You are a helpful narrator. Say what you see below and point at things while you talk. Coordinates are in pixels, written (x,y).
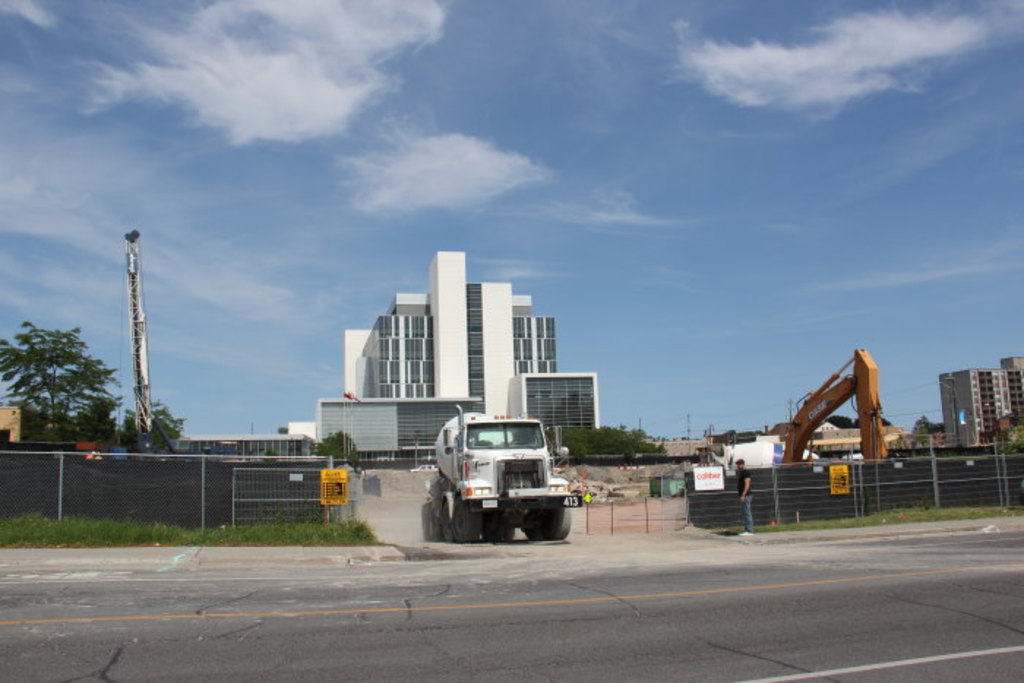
This image consists of a truck (504,494) in white color. At the bottom (626,611), there is a road (574,596). On the right (843,368), we can see a bulldozer (788,460). On the left (213,505) and right, there is fencing (208,489) along with green grass (83,521) on the ground (780,537). And we can see a man (749,510) wearing black T-shirt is standing. In the background (415,383), there is a building (478,368). On the left (50,347), we can see a crane (133,361) along with the trees (103,394). At the top (552,110), there is sky (439,222). On the right (982,412), there is another building (961,432).
